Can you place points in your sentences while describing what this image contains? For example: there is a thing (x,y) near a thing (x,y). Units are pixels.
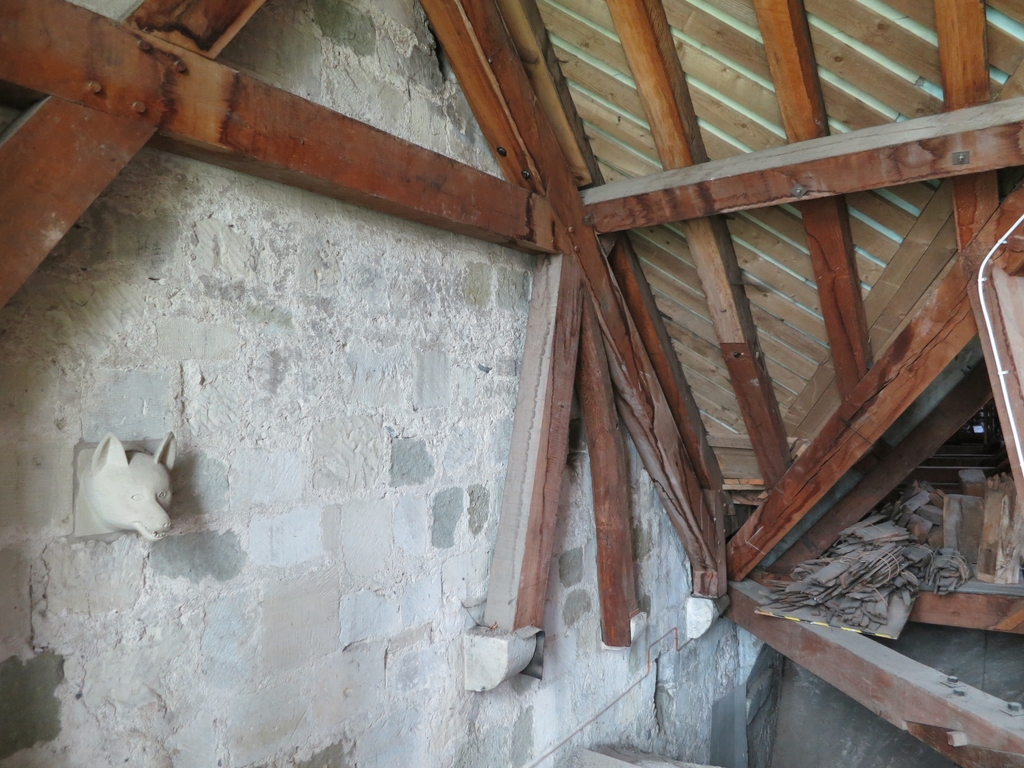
In this image we can see inside of a house (604,560). There is a roof (718,127) in the image. There is a sculpture (149,513) on the wall (428,595). There are few objects (831,598) at the right side of the image (844,587).
